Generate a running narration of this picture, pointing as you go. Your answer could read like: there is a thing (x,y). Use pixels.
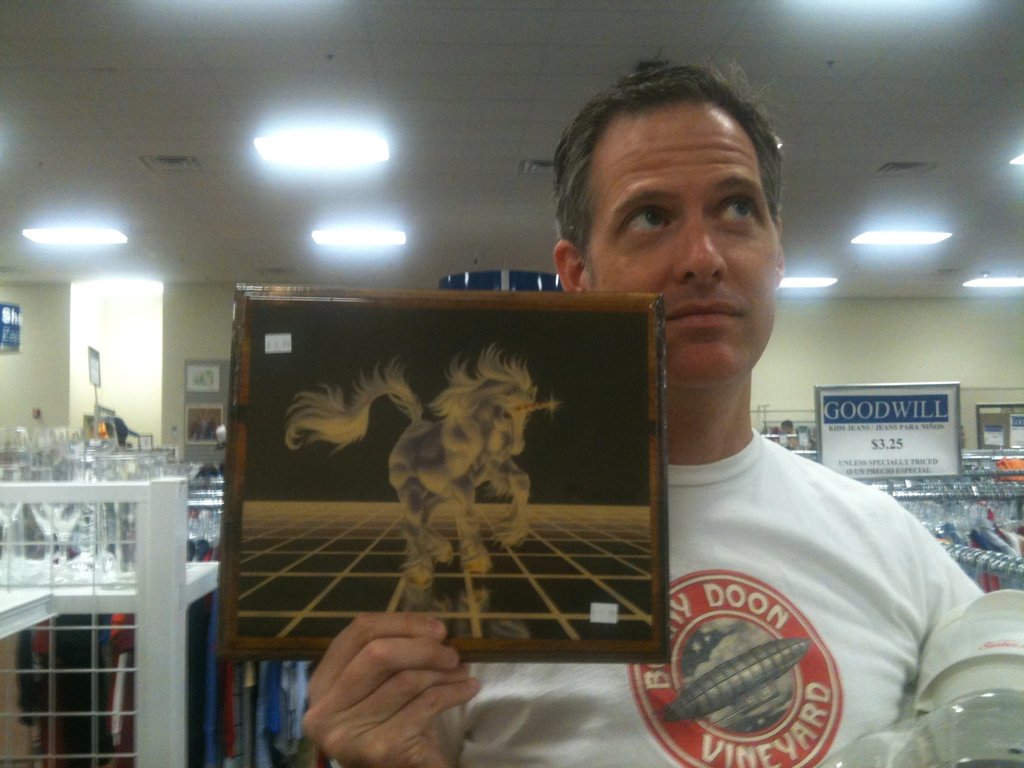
In the picture I can see one person (820,709) holding a board (520,348), back side we can see some tables (17,500) and few objects (83,541) are placed on it.
